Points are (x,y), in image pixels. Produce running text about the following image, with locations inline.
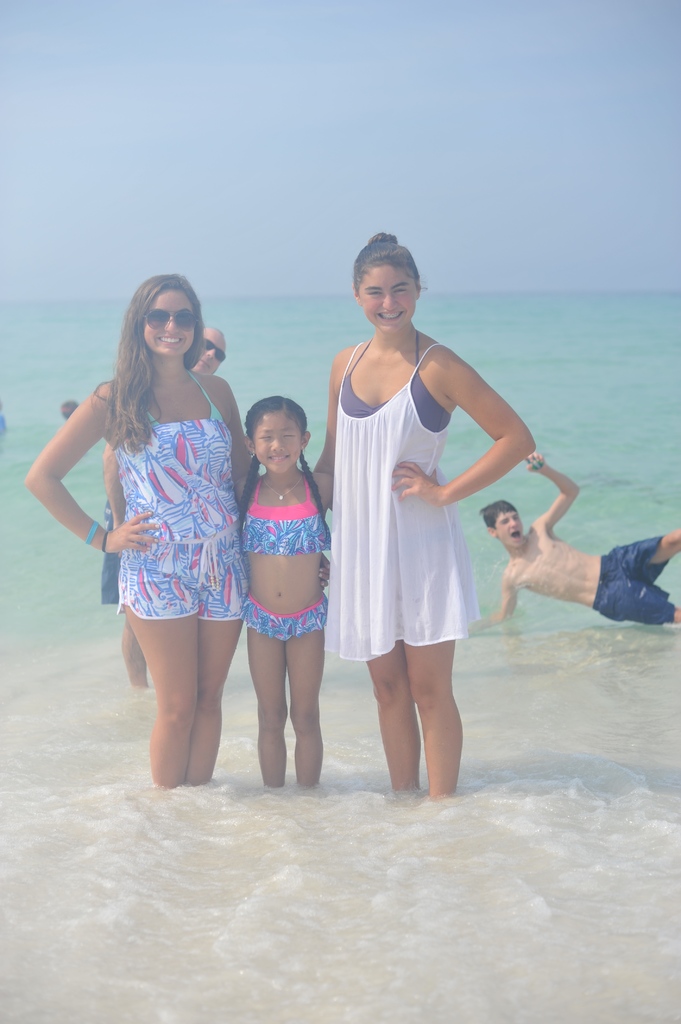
In this image we can see two women (157,494) and one girl (293,599) is standing. Right side of the image (555,548) one boy (584,586) is there. Background (603,624) an ocean (218,369) is present.
